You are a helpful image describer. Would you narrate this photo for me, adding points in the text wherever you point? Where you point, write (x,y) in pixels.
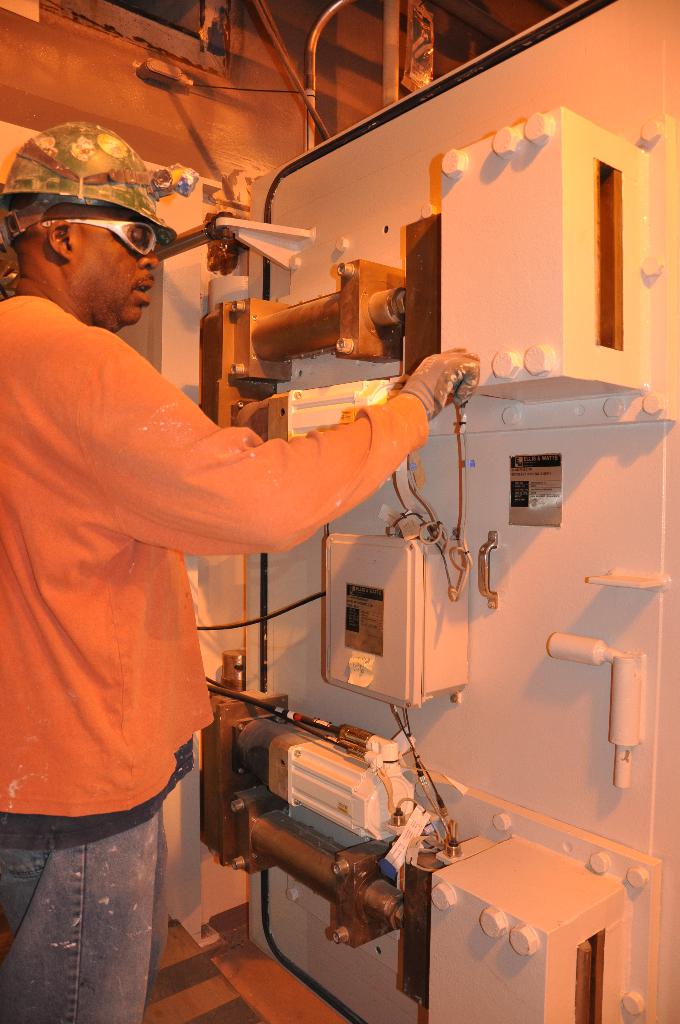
In this picture we can see a man (147,635) with goggles (43,225) and a cap (64,190). On the right side of the image (496,507), there are some electrical devices (378,566).
